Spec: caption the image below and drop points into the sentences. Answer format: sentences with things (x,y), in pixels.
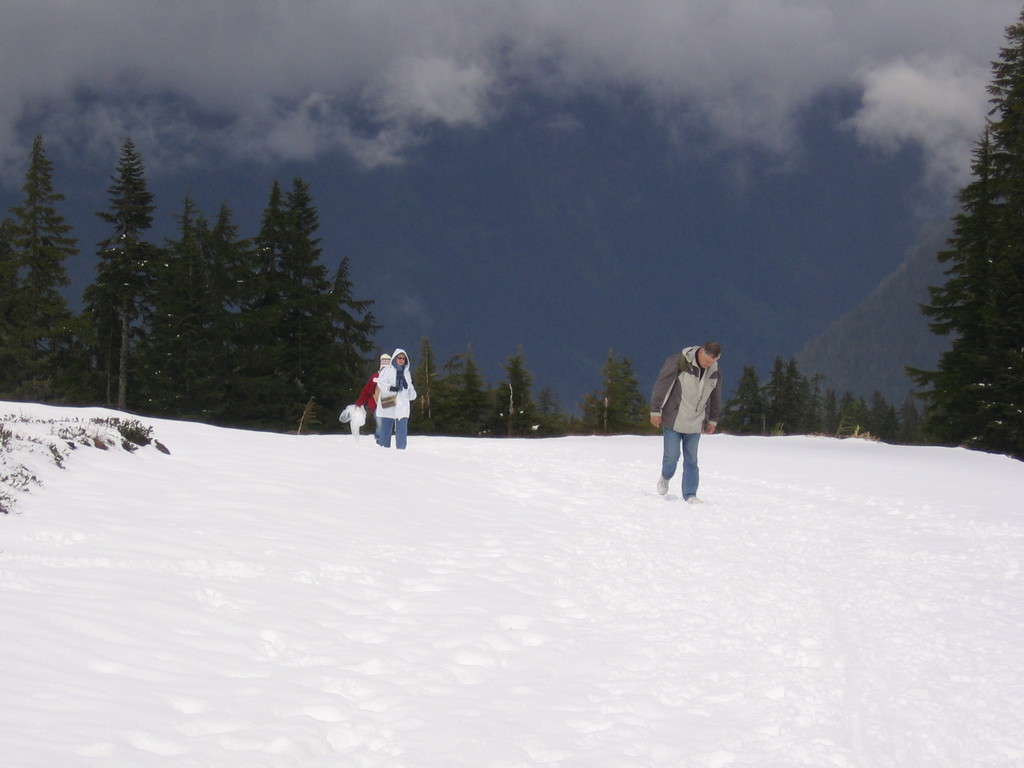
In this image I can see ground (443,619) full of snow (520,553) and on it I can see three persons (664,398) are standing. I can see all of them are wearing jackets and jeans (374,434). In the background (494,430) I can see number of trees (992,144), the sky (708,240) and clouds (971,139).
